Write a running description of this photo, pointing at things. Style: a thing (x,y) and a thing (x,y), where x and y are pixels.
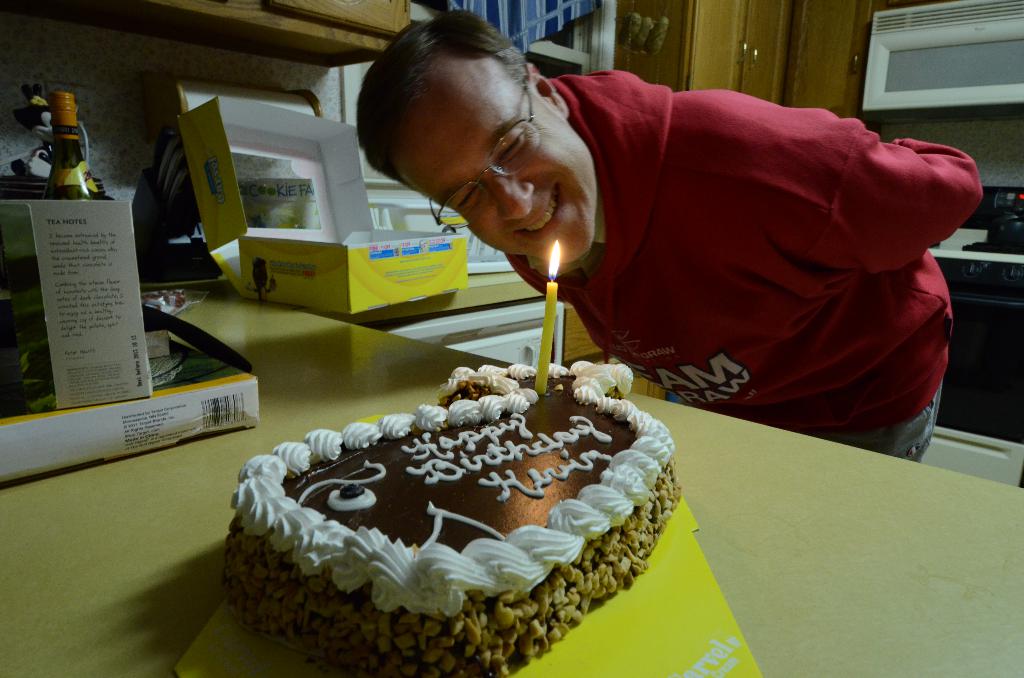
In this image we can see cake (384,663) on the table (751,476) and a person (818,282) on the right side (804,395) and we can see a bottle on the left side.
